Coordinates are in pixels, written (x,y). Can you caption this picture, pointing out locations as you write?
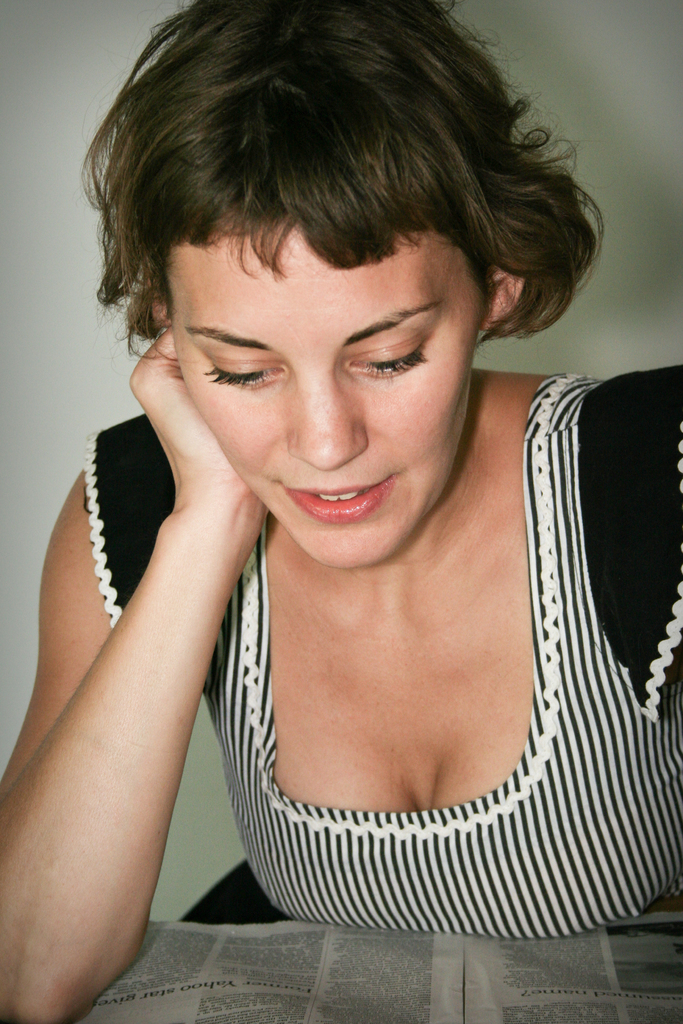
In this image we can see a woman (364,339) reading newspaper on the table (368,965).
